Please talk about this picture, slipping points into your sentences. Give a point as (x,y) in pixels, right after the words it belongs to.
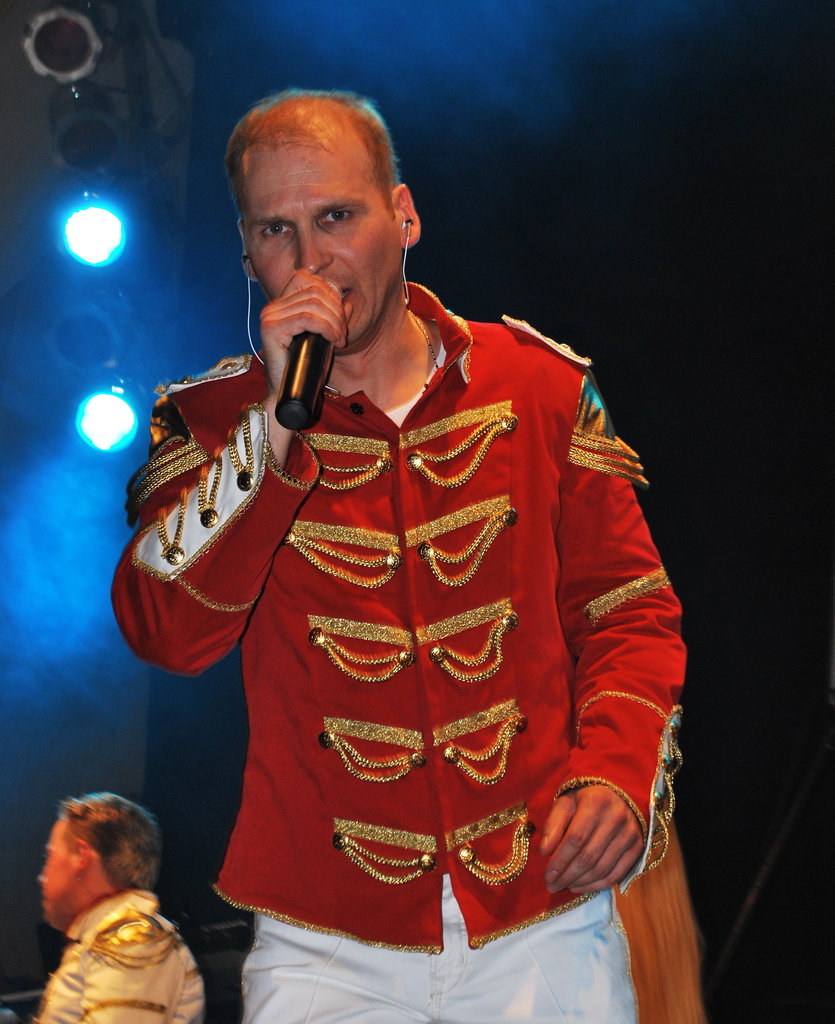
In this picture there is a person (406,623) standing and holding the microphone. At the back (93,920) there is a person (127,950). At the top (77,176) there are lights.
